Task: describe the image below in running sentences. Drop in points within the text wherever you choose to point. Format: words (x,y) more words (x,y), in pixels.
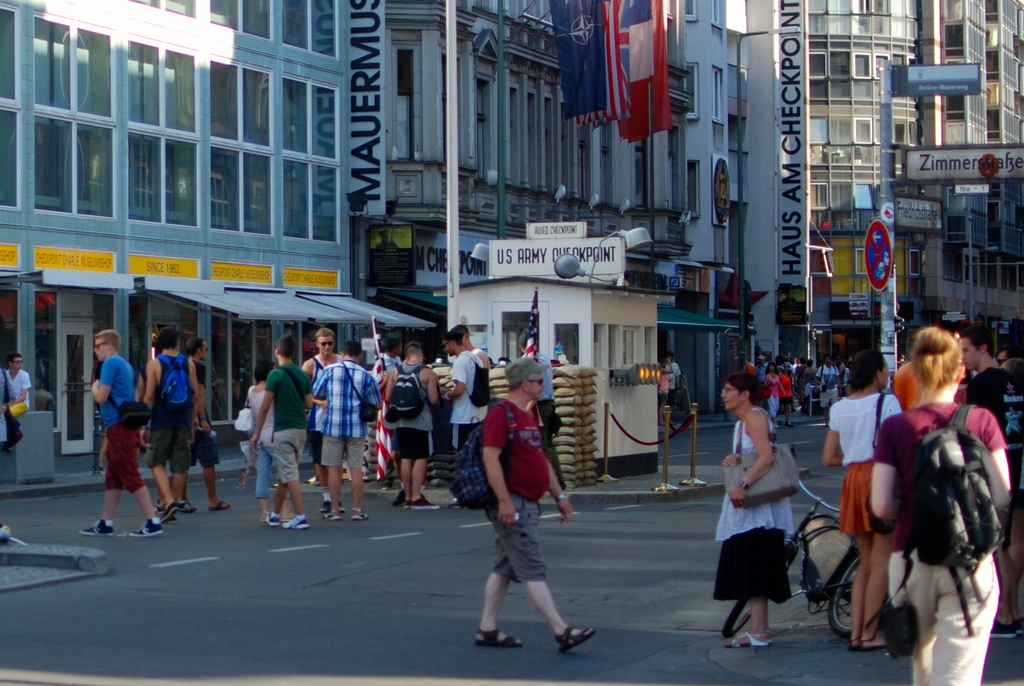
In this image we can see the buildings (19,24). Here we can see the flag poles (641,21). Here we can see the hoardings (790,167) on the side of the buildings (822,163). Here we can see a group of people (825,371) walking on the road (831,476). Here we can see a bicycle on the road (800,522). Here we can see a few people (328,381) carrying the bags (980,502) on their back (922,412).
